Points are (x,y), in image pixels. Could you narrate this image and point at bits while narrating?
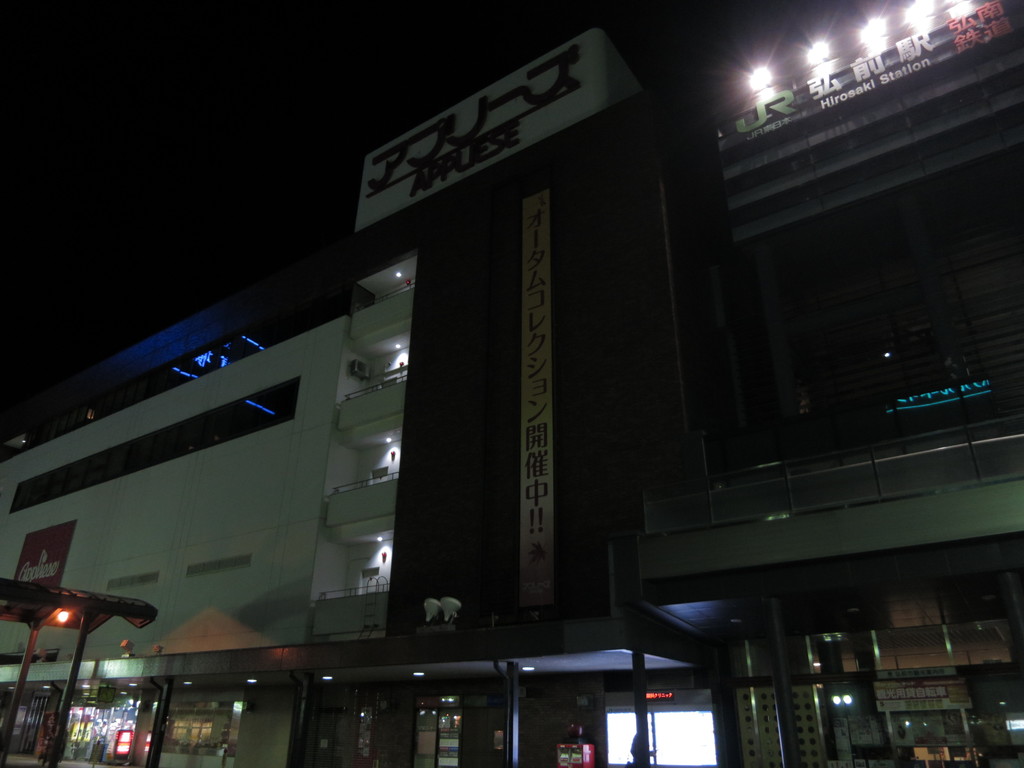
In this image we can see one big building (235,578), some lights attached to the building (146,579), some text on the building (69,582), one object (72,598) with light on the bottom left side of the image (68,667), some objects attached to the building (360,492), some objects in the building (996,116), one board (891,702) with text (894,690) attached to the building (855,704) and the background (32,191) is dark.
